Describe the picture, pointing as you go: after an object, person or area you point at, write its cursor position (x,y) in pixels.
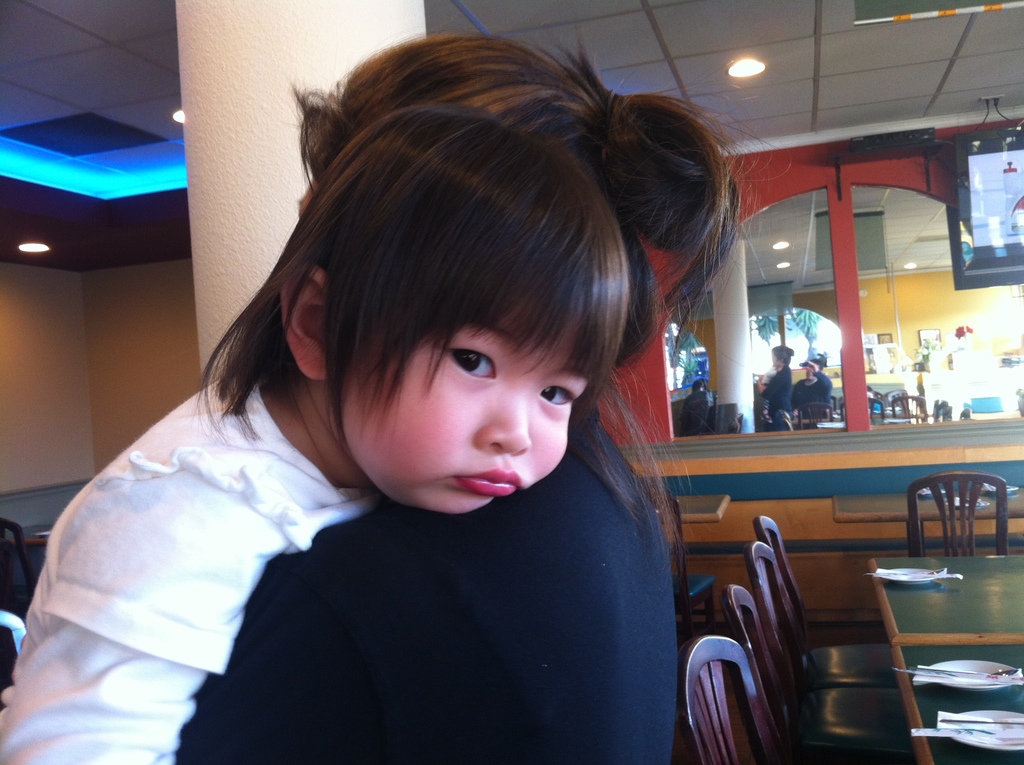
This picture shows a woman (245,674) carrying a girl (293,461) and we see few plates (1023,727) on the table (890,642) and few chairs (697,719).
